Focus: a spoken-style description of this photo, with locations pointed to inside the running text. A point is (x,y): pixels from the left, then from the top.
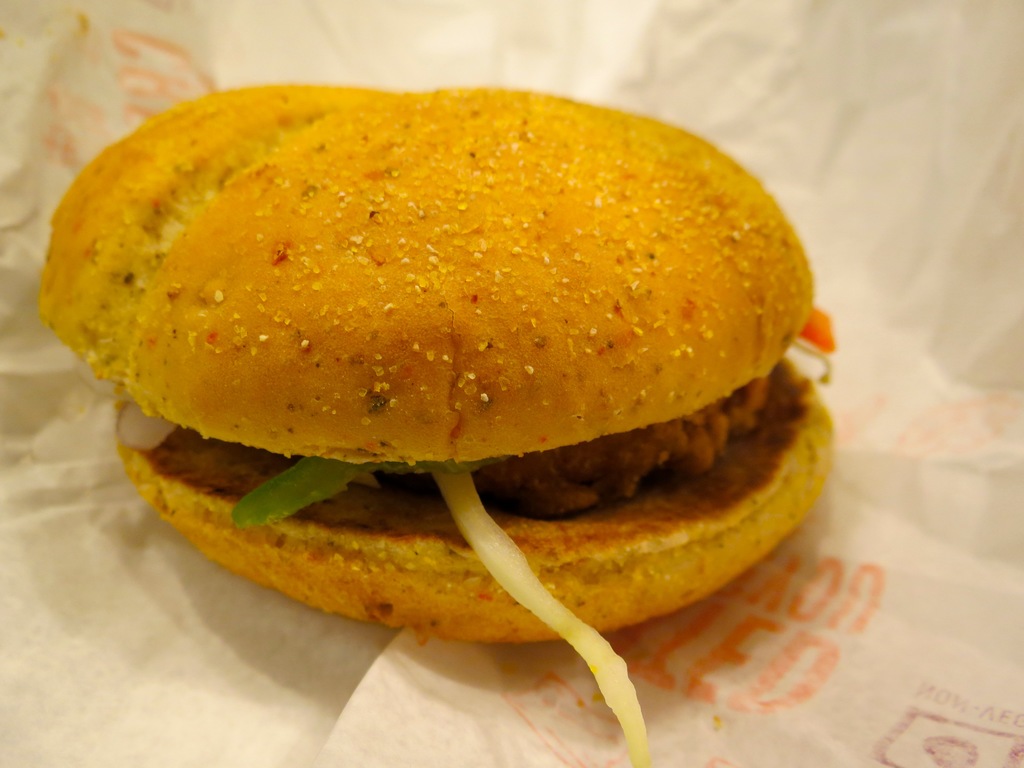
In this image there is one burger (516,508) in middle of this image (494,445) is kept on white color paper (707,68).
